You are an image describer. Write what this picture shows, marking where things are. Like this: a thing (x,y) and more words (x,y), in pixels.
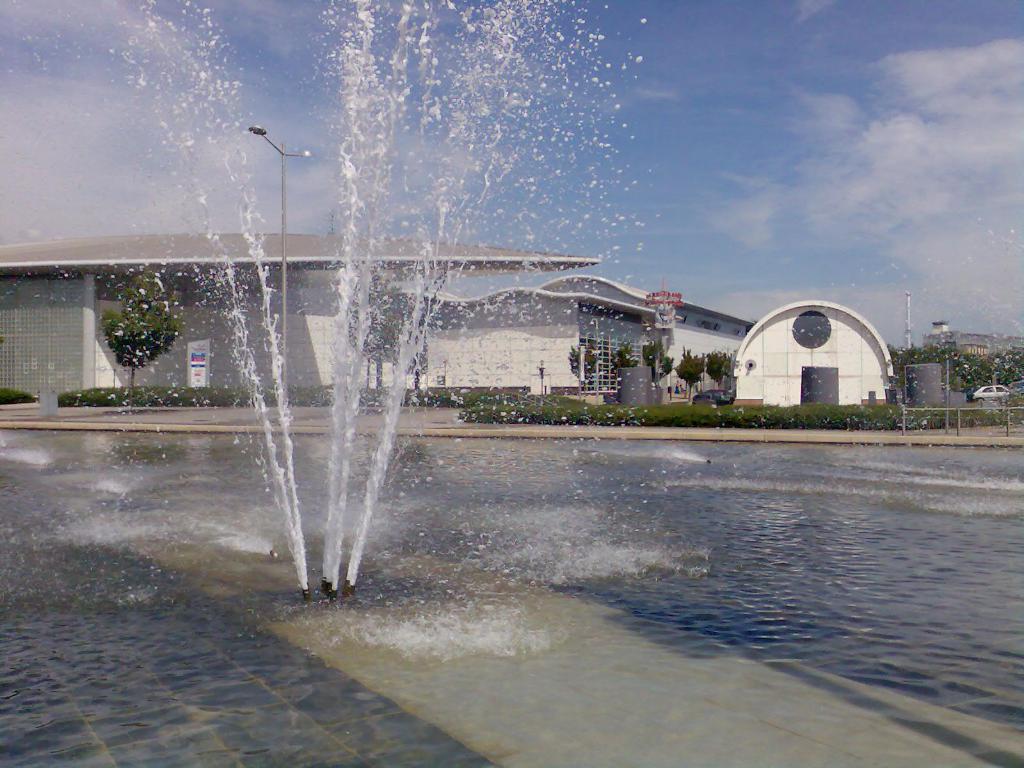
In the background (815,137) we can see the sky (970,117). In this picture we can see trees (687,373), houses (857,388), water fountain (624,577), board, plants (207,401), railing (1008,422) and few objects (933,369). On the right side of the picture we can see a vehicle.
